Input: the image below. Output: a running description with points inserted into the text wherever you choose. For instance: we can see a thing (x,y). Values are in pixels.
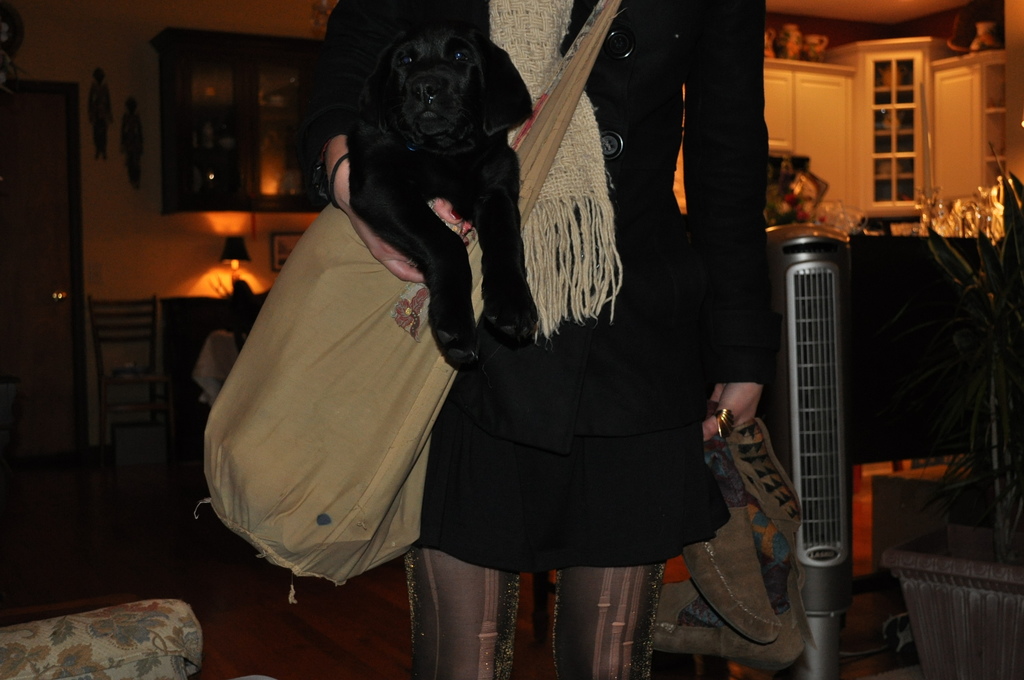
The woman (405,11) in front of the picture wearing a black dress (633,176), scarf (528,42) and a bag (353,357) is standing and she is holding the shoes (775,519) in her hands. Behind her, we see a table (226,308) on which lamp (227,242) is placed. Beside that, we see a cupboard (180,154). On the left side (80,190), we see a door (23,320). On the right side (855,239), we see a table (924,253) and cupboards (841,121) in white color. This picture is clicked inside the room (45,508).
